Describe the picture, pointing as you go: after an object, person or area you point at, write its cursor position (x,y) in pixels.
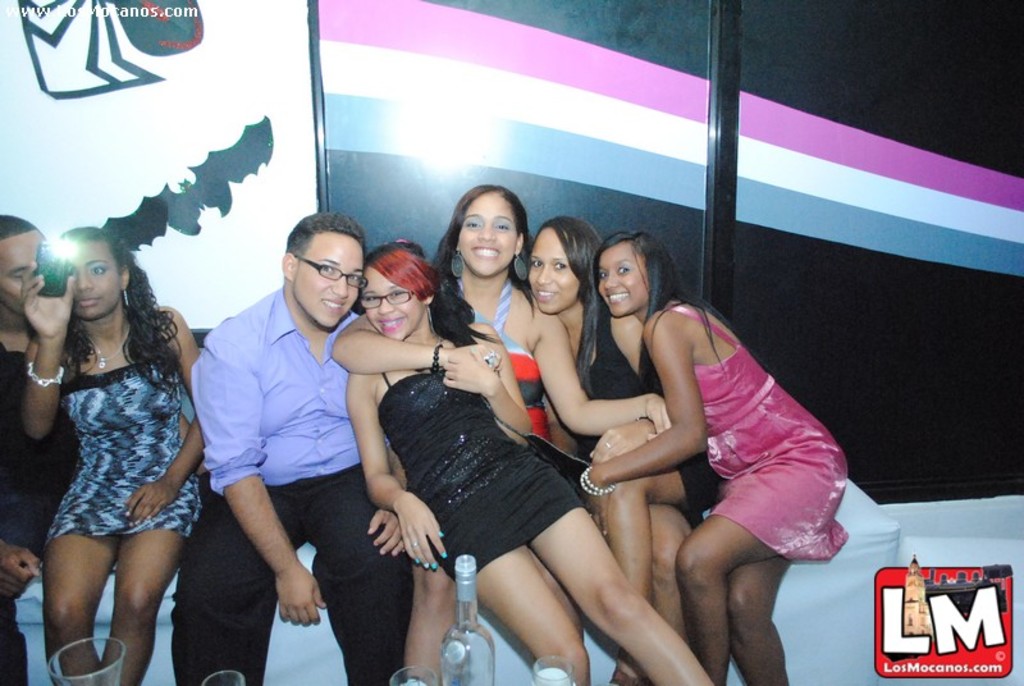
In this picture I can see few people (405,483) seated and a woman (131,291) holding a mobile (46,257) and I can see couple of them wore spectacles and I can see a bottle (470,651) and few glasses (69,650) and I can see a logo (982,586) at the bottom right corner of the picture (961,579) and some text (98,11) on the top left corner of the picture (187,11).
